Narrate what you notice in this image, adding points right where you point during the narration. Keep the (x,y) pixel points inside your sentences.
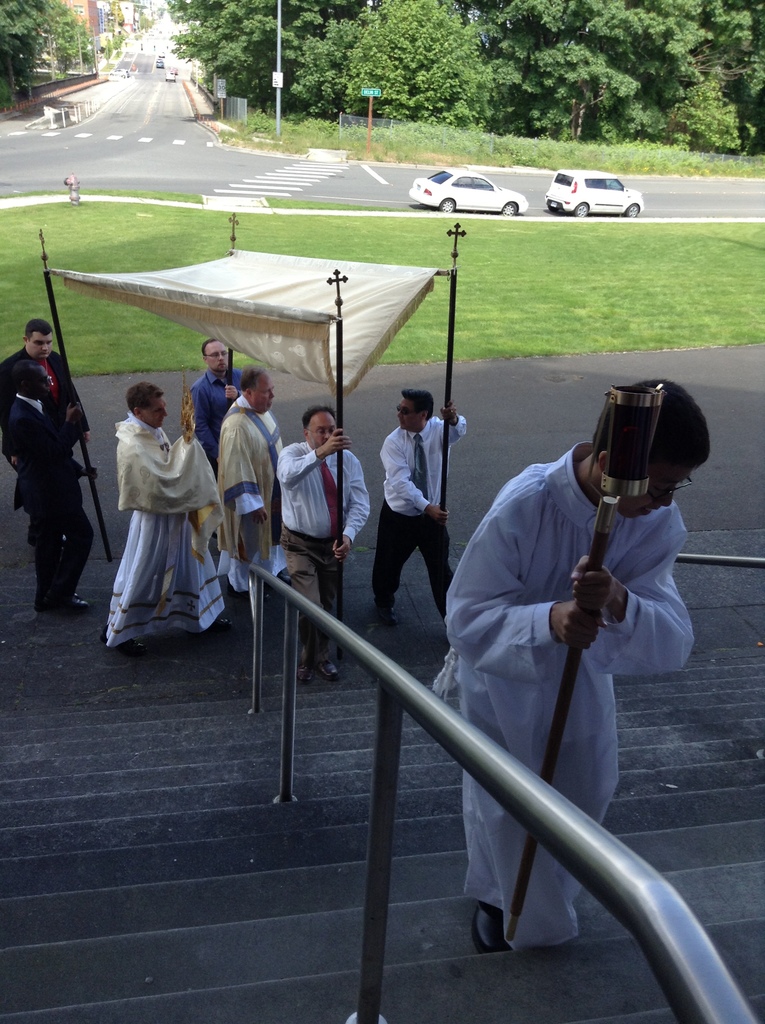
In this image I can see there four persons (427,537) holding sticks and there are two persons (225,434) walking on the road (15,573) under the tent (316,325), in the foreground (583,643) I can see a person (589,646) holding a stick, standing on the stair case (234,921) and at the top (295,195) I can see a road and vehicles (551,191) and trees (426,107) and poles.
